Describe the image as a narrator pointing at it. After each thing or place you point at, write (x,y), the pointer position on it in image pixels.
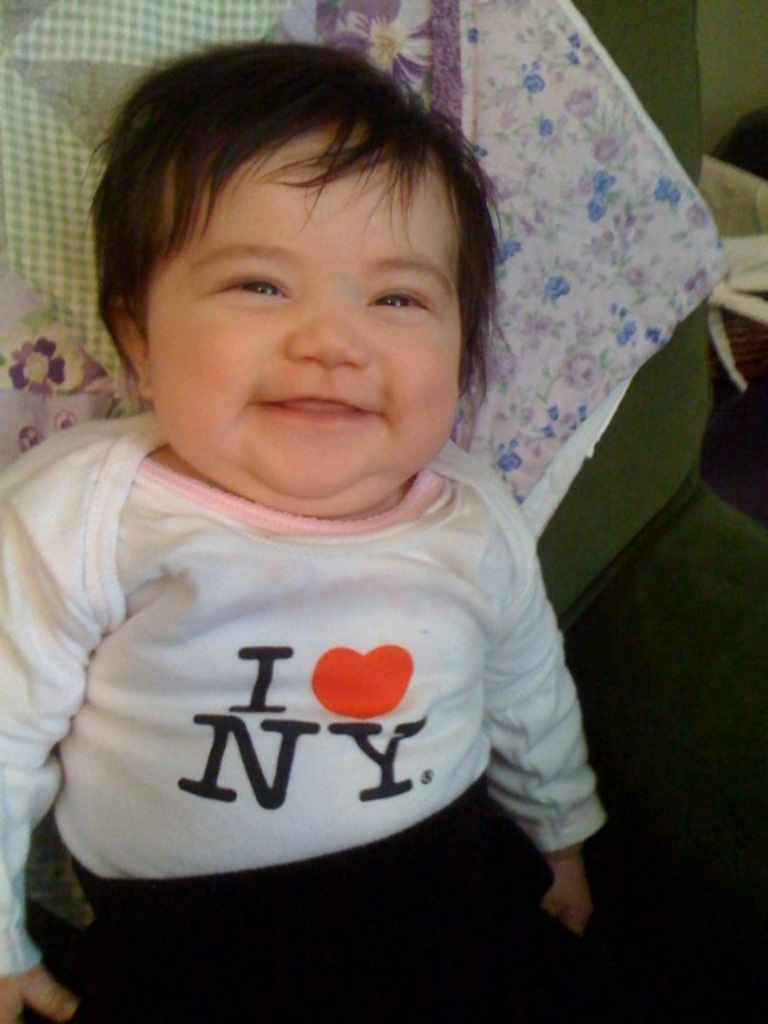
In this image I can see a little boy (473,669) is smiling. He wore white color t-shirt (368,600) and black color short (426,941).
